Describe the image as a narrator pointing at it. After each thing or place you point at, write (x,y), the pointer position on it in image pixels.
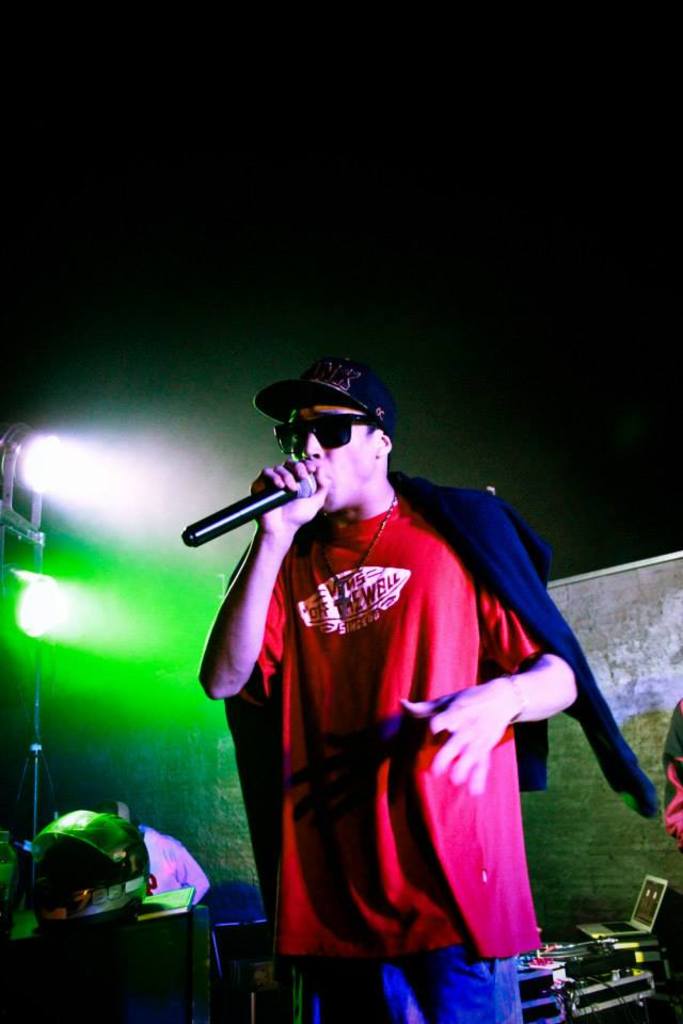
In this picture we can see a person (254,812) standing on the stage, he is holding a mic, he is wearing a cap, spectacle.
